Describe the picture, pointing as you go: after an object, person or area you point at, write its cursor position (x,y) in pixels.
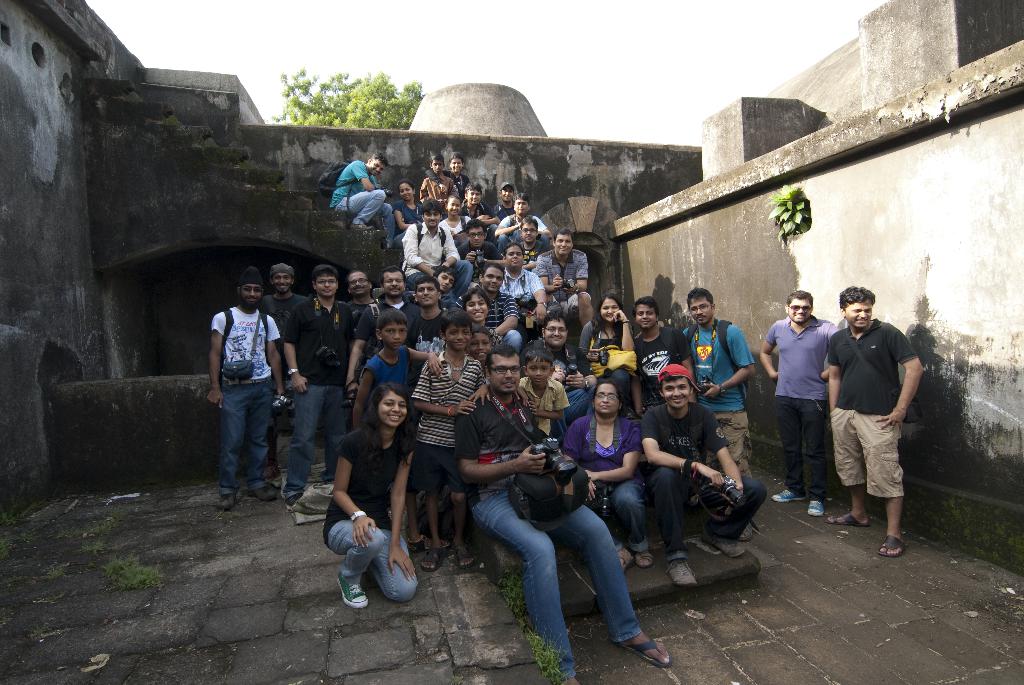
In this image I can see a group of people (619,394) are sitting and also standing. It looks like an old construction (121,284), at the back side (365,104) there is a tree (398,100), at the top (484,33) it is the sky (484,33).
